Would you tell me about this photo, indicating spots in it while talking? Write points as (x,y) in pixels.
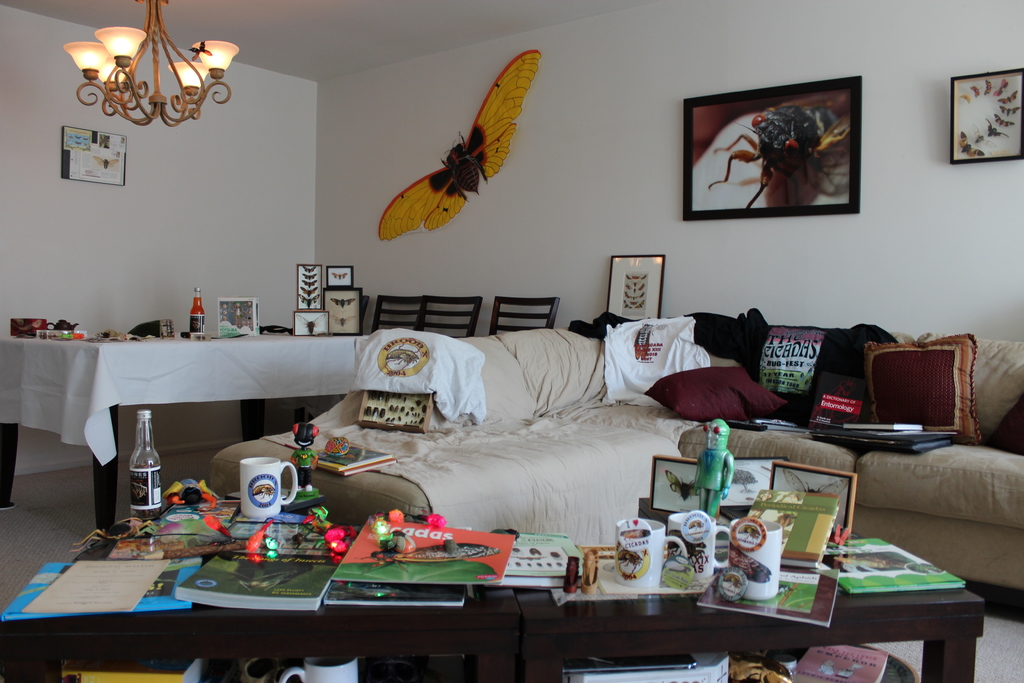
In the image we can see there is sofa (565,452) on which there are shirts (377,353) and cushions (737,371) kept. On table (612,631) there are books (540,547), mug (651,566) and toys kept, on the wall (879,220) there are photo frames (780,214) and cicada model (424,219) and there is a dining table (157,340) on which there is juice bottle (193,298) and kettle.
